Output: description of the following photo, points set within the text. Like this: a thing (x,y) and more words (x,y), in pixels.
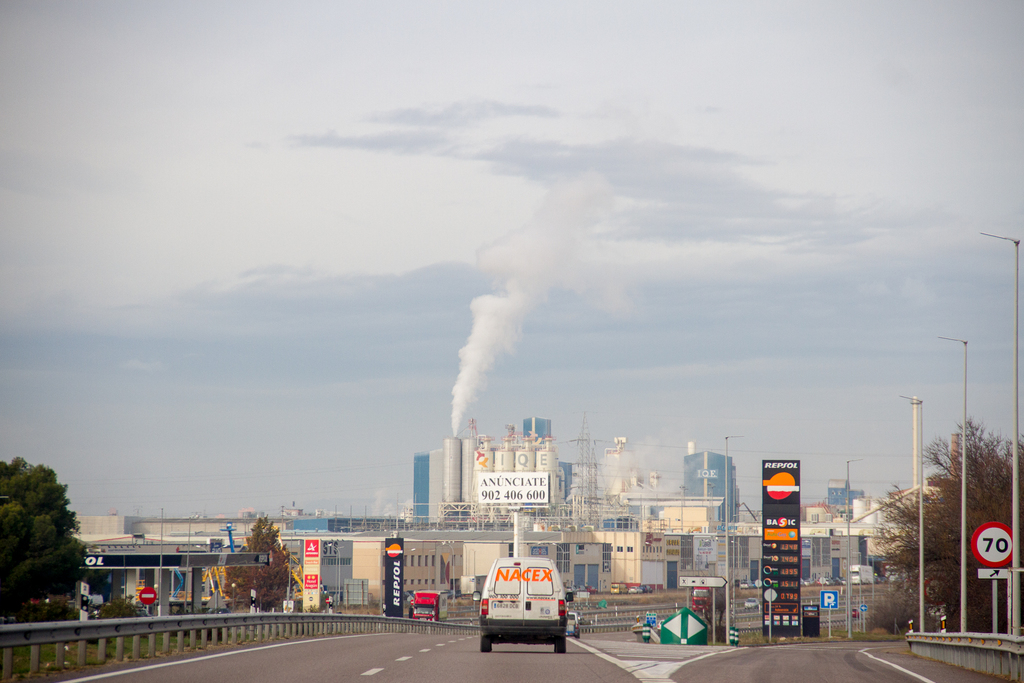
In this picture we can observe a vehicle (513,627) on the road (369,645). There are some trees (62,583) and poles (1017,551) on either sides of the road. In the background (565,540) we can observe an industry (460,531). There is a smoke (477,356). In the background (275,346) we can observe a sky (668,317).
